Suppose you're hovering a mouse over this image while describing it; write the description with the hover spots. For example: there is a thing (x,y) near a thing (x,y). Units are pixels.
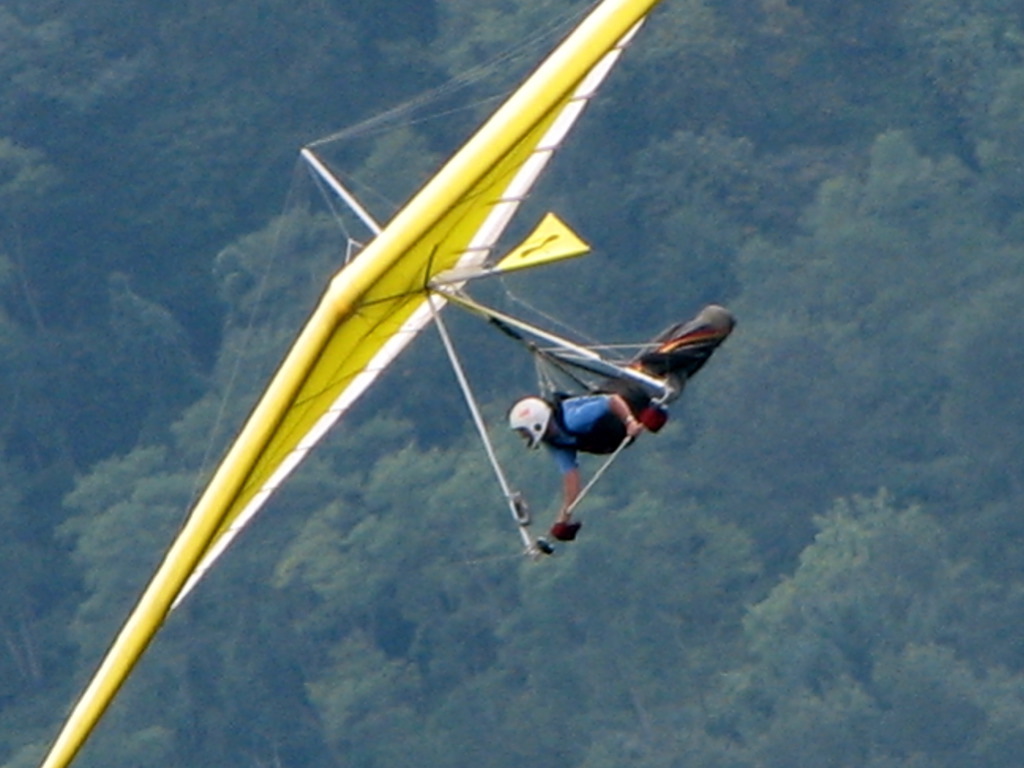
Here in this picture we can see a person (571,455) performing hang gliding in the air and we can see he is wearing a jacket (564,423) and helmet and on the ground (489,635) we can see number of plants (618,662) and trees (699,423) covered all over there.
